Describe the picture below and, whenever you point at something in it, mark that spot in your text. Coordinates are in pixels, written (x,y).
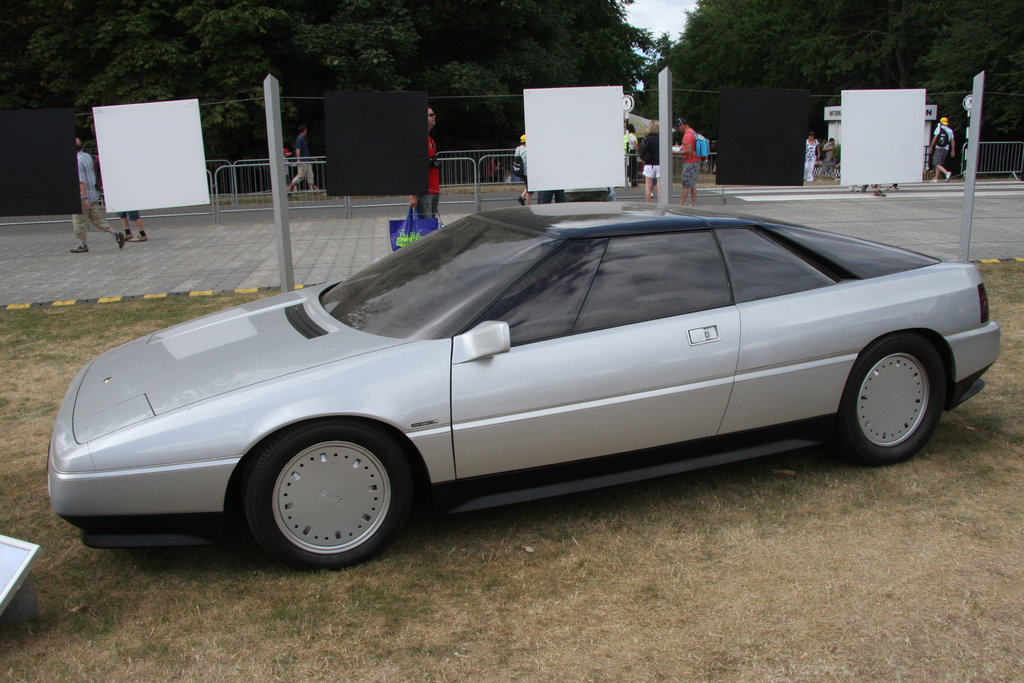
There is a car (440,359). On the ground (368,574) there is grass (416,528). In the back (315,184) there are many people (696,170) walking. Also there are poles (286,199). In the background (284,84) there are railings (455,158), trees (511,143).
